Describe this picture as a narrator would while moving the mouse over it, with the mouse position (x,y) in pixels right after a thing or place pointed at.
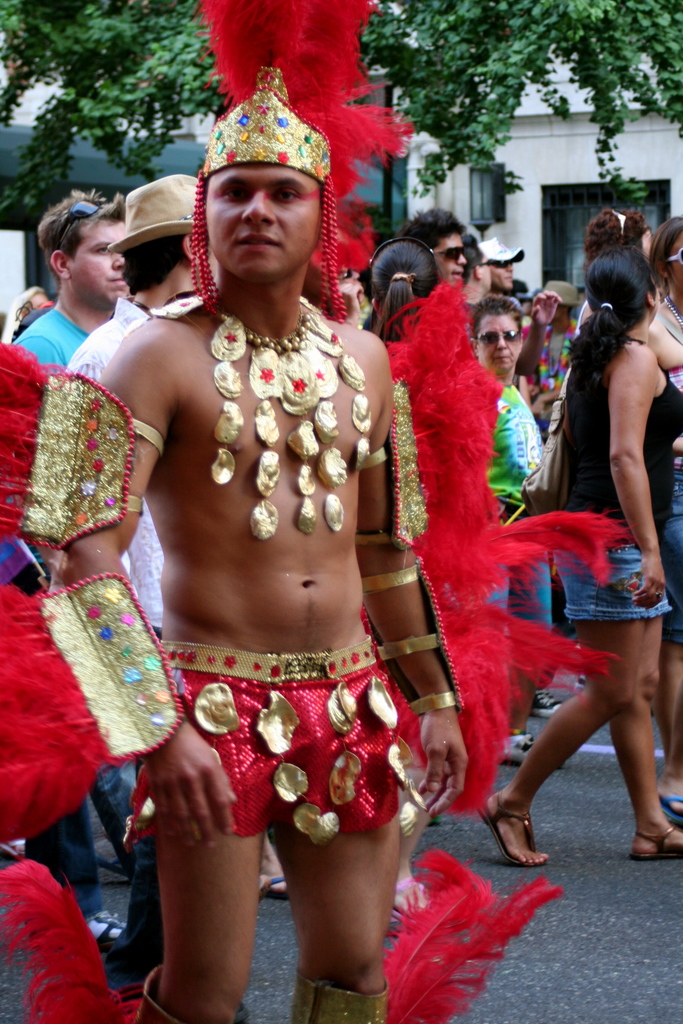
In this picture I can see a man (251,316) in front (156,396) who is wearing a costume (142,617) and I can see a crown (230,143) on his head (257,179). In the background (178,276) I can see number of people (106,231) and I see the trees (398,59) and a building (561,208).
